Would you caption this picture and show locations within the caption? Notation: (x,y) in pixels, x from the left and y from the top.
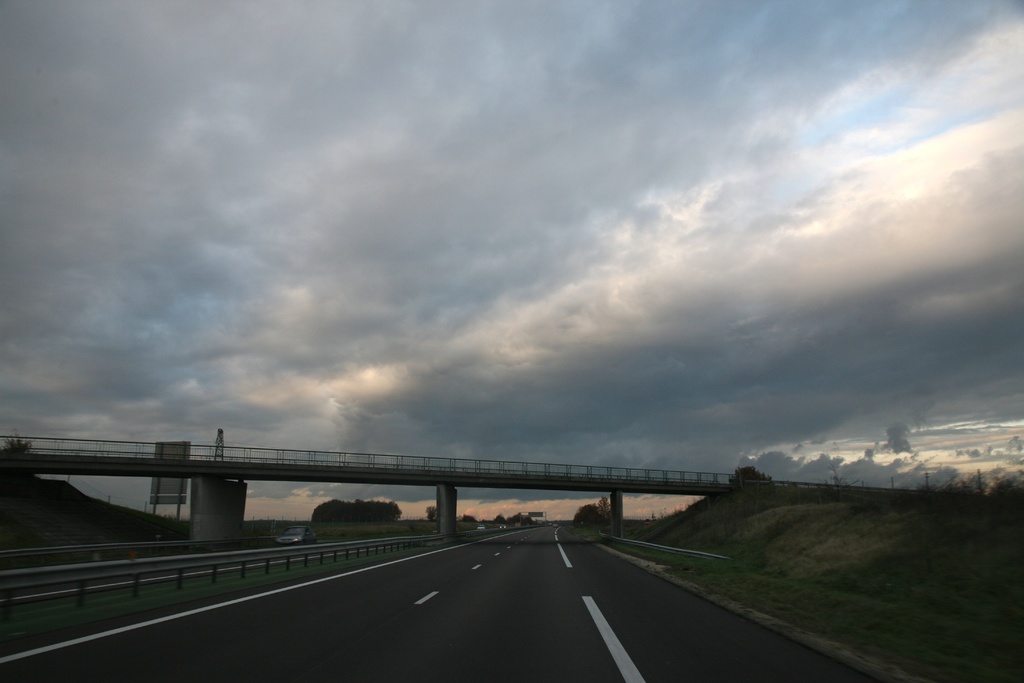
In the center of the image (359,452) there is a flyover (366,469). At the bottom (542,534) there is a road (513,534). In the background (607,423) we can see trees (959,491), sky (562,320) and clouds (550,320).
